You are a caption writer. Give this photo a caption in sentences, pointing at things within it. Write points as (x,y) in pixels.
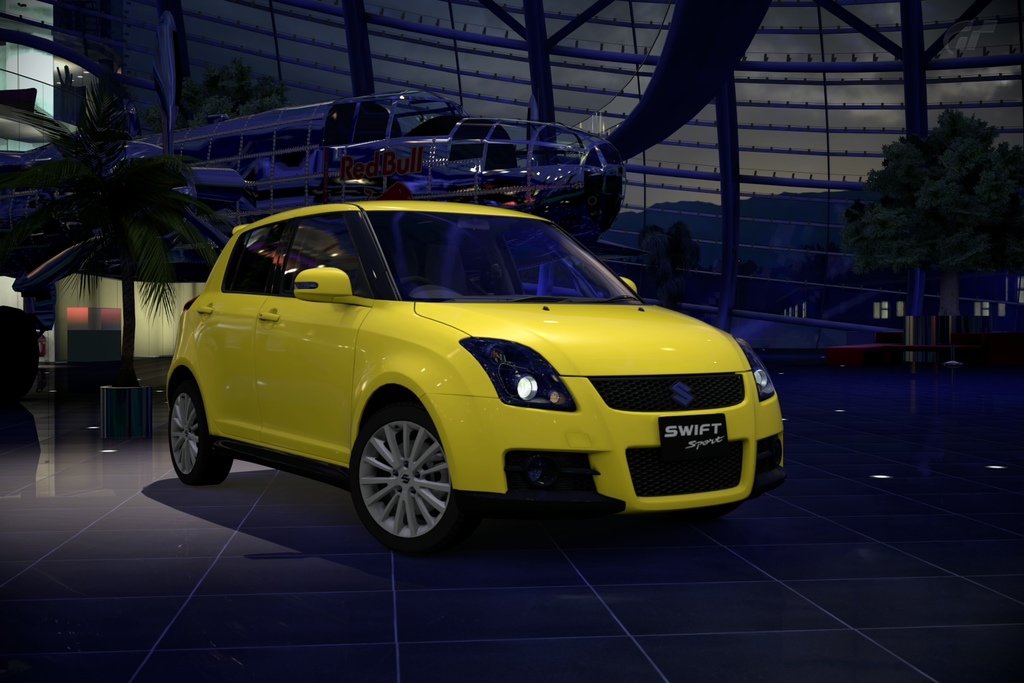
In the picture I can see a yellow color car (425,385) on the floor (351,556). In the background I can see trees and some other objects (320,125) on the floor (20,581).
